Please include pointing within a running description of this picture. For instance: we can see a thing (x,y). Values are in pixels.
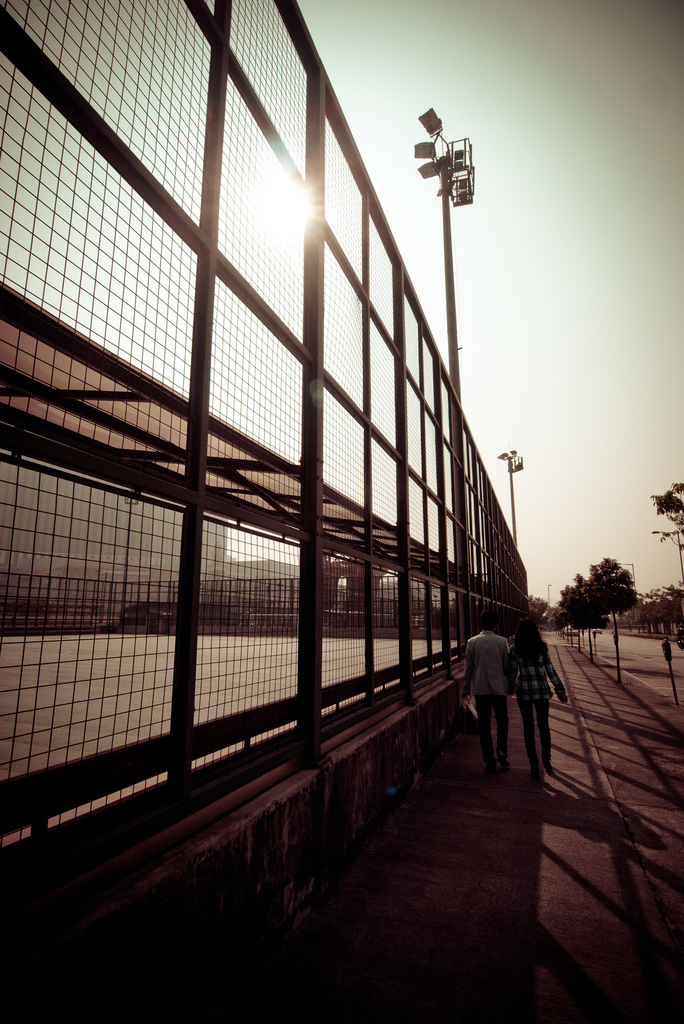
Sky (442,271) is sunny. In the foreground of the picture (449,749) there are people (523,664) walking on the road (565,637). On the left (202,463) there is fencing (489,535) and there are lights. In the background (613,599) there are trees (613,599). On the left (208,566) there are buildings (247,565).
